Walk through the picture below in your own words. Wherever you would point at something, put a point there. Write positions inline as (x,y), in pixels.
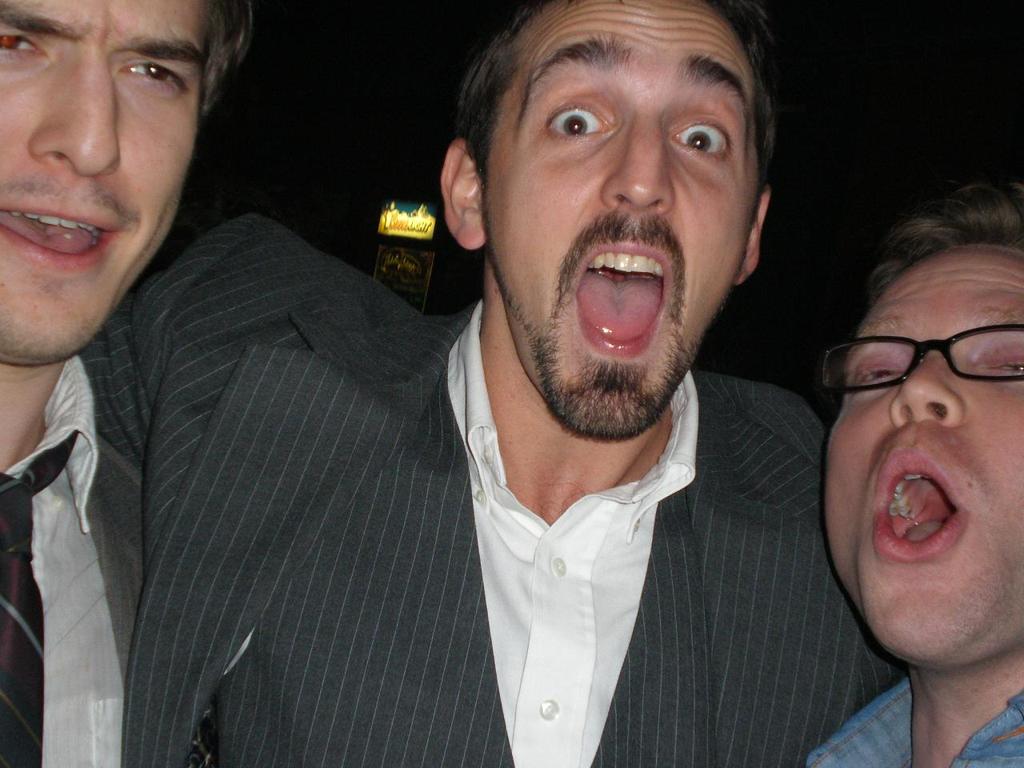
In this picture we can see three people (99,213) opened their mouths (626,308). There is an object (422,225) in the background (406,219). We can see a dark background (400,2).
